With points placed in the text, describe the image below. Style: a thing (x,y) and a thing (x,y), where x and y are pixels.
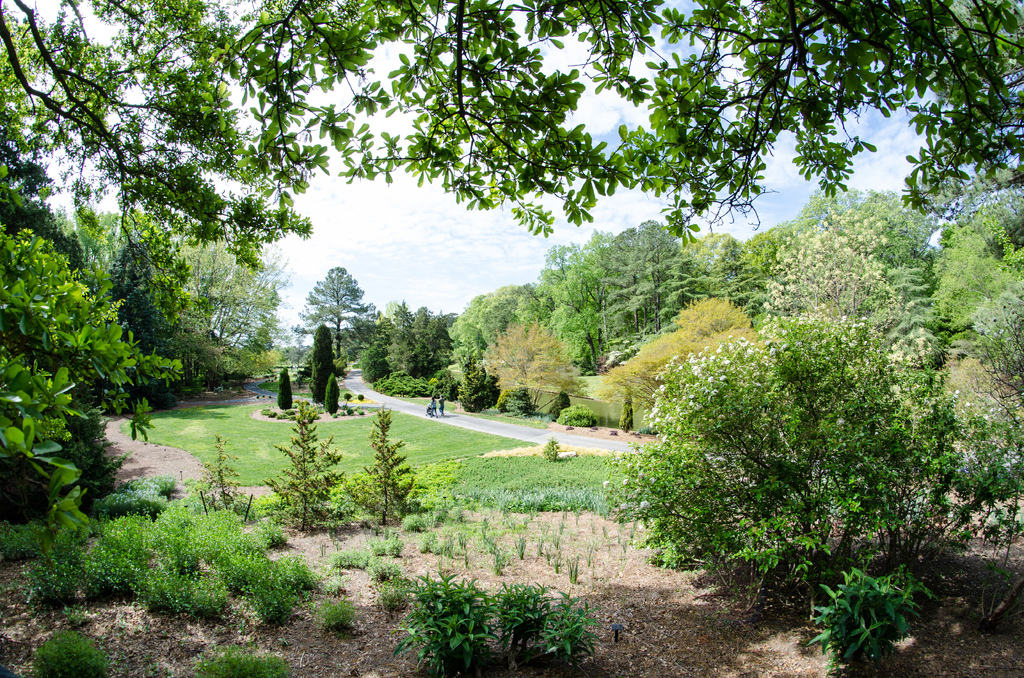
In this image, we can see so many trees (673,354), plants (557,456), ground (982,667), grass (251,460) and road (414,405). Background (490,242) there is a sky (492,257). In the middle of the image (433,403), we can see few people (431,416).
